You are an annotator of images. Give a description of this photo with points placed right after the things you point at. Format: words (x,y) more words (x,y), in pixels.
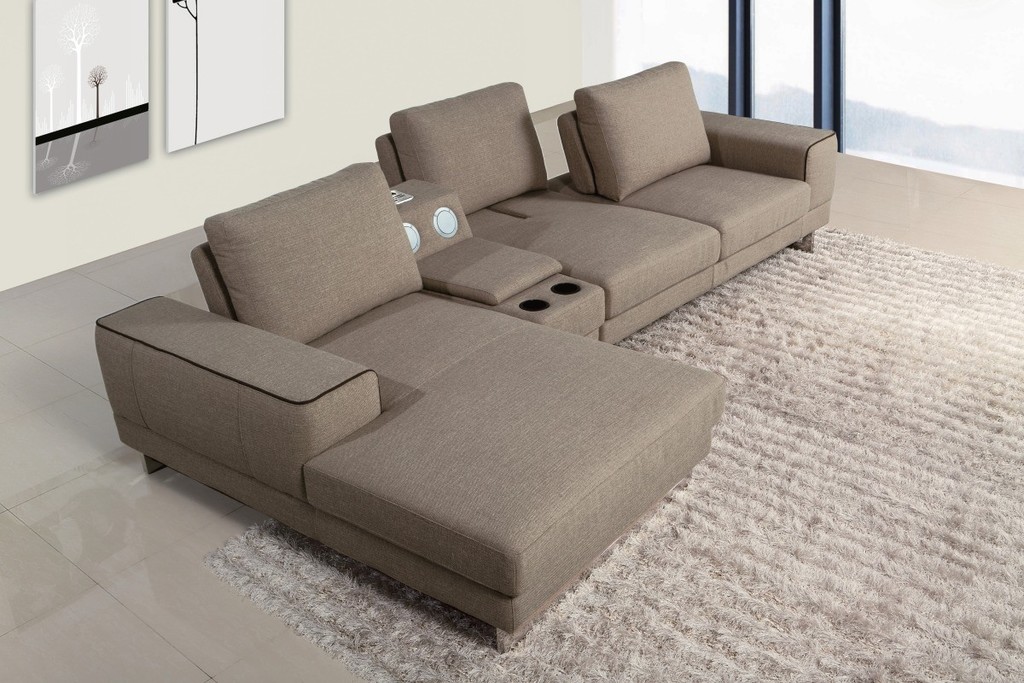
Here we can see a sofa set (447,219) on the carpet (781,515), and at back (309,131) here is the wall (305,8) and photo frame (57,26) on it, and here is the glass door (921,53).
